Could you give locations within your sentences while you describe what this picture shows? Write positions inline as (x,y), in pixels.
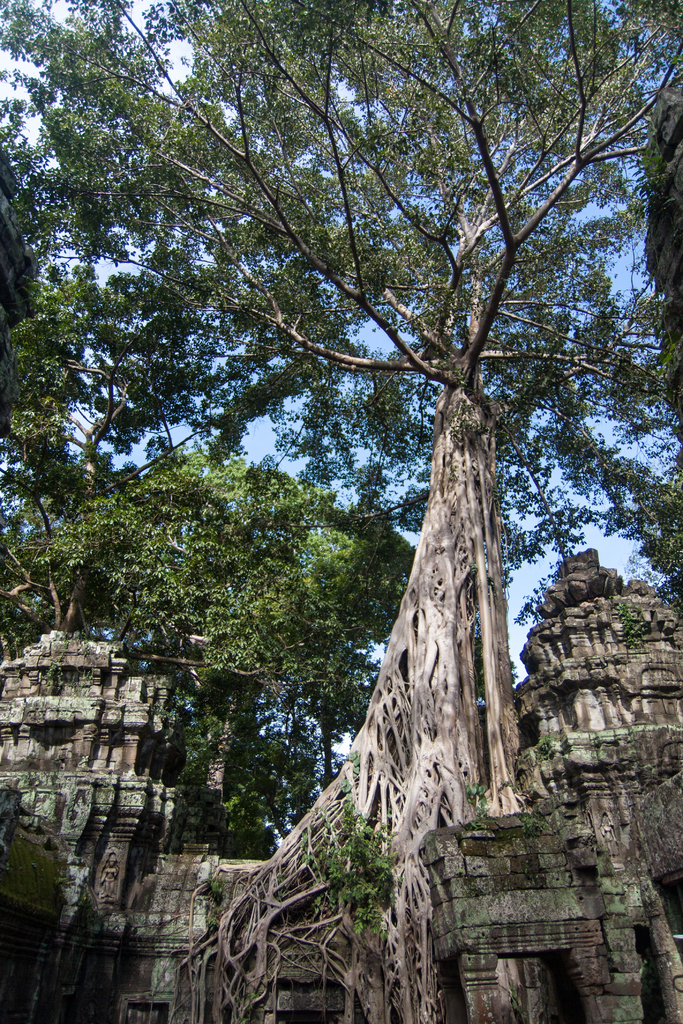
In the image there is a temple (429,873) and above the temple (6,678) there are many trees (442,397).
